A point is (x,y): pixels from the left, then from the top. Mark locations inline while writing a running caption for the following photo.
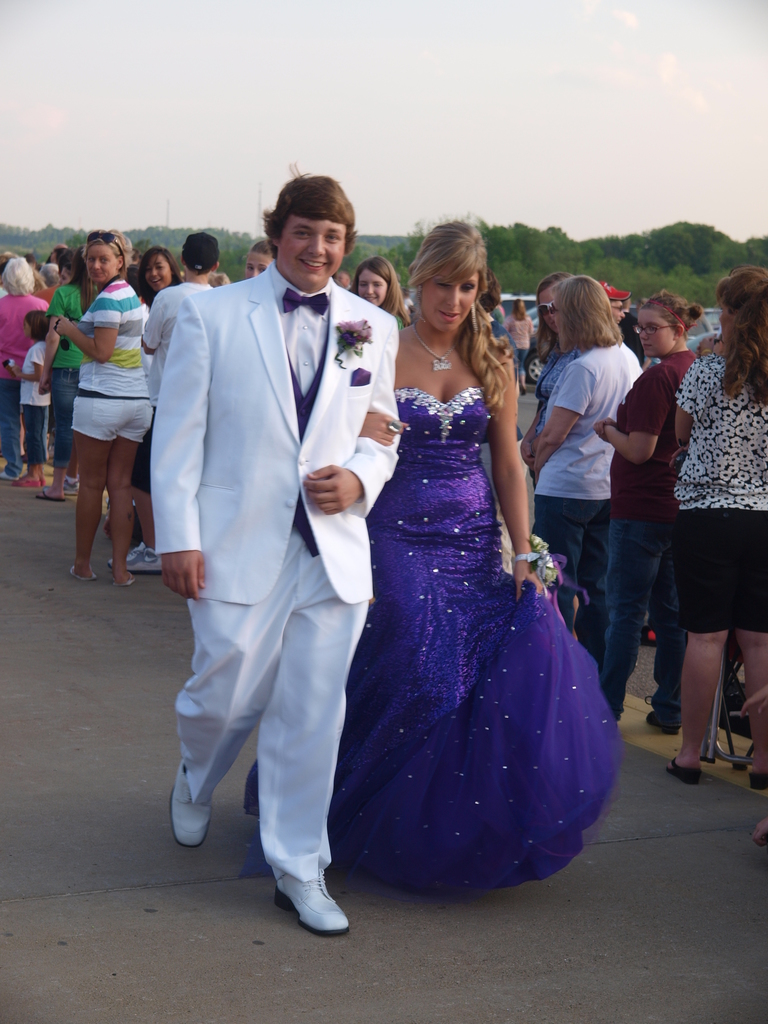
In this image there are a couple (578,820) walking at the road (488,945), behind them there are so many people (765,291) standing on the road (69,659) also there are mountains (704,278) covered with trees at the back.
